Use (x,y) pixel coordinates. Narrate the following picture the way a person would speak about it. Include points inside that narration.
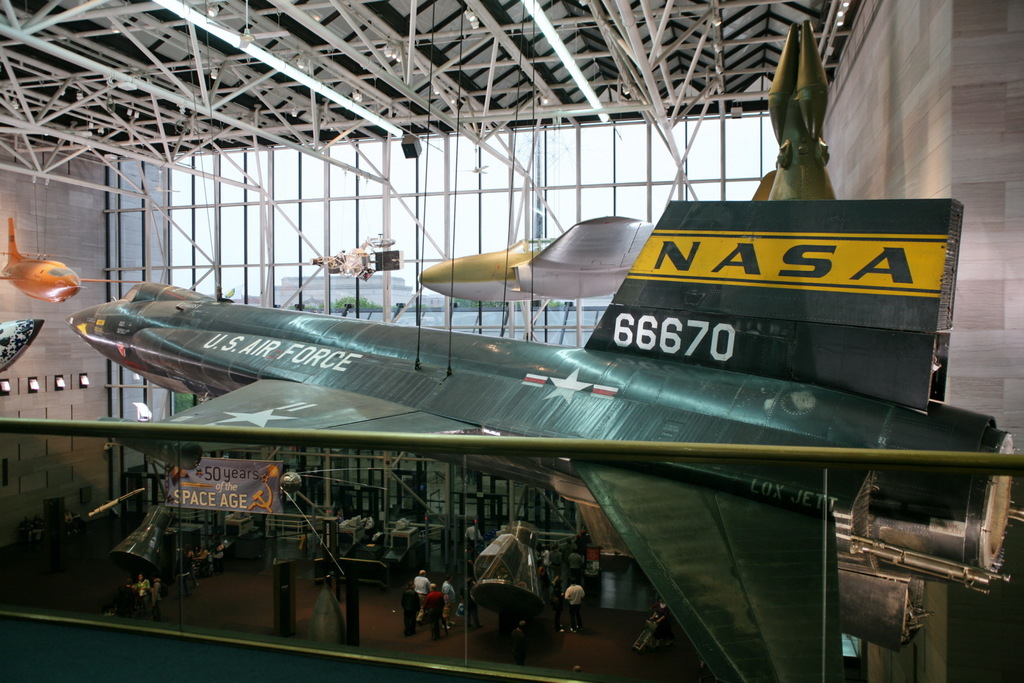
In this image I can see a plane (682,436) under that there are so many other people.
